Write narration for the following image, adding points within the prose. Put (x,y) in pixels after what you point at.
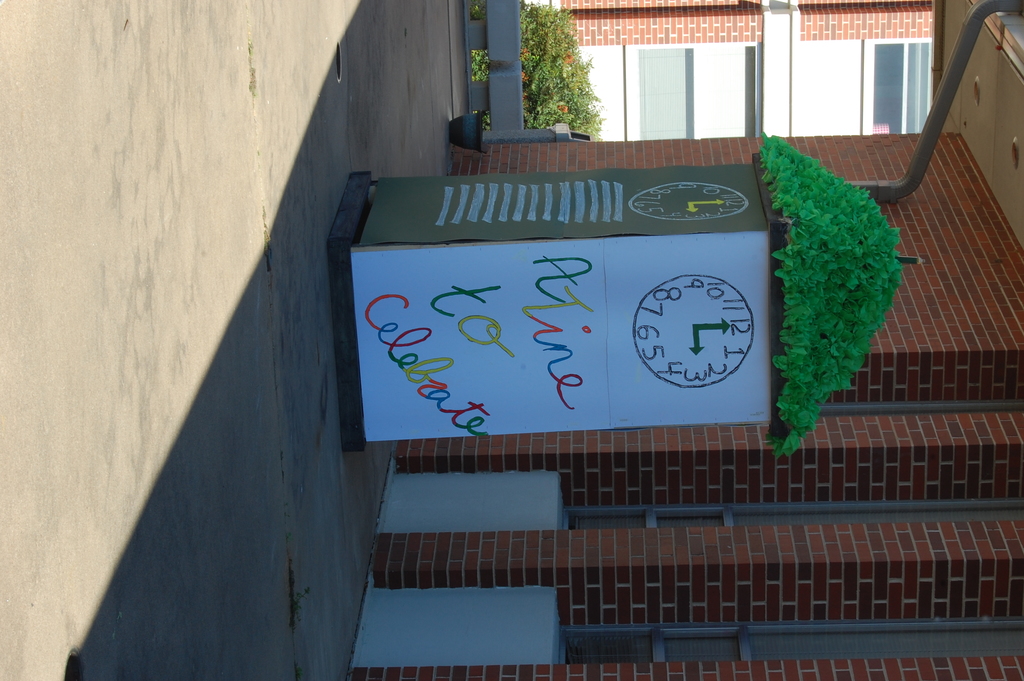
In this image there is path (352,73), on that path (336,83) there is a box (388,195) in that box (707,213) there are black sheet (689,228) and white sheet (611,252), on that there are drawn a clock image (651,217), beside that there are house (926,544).
